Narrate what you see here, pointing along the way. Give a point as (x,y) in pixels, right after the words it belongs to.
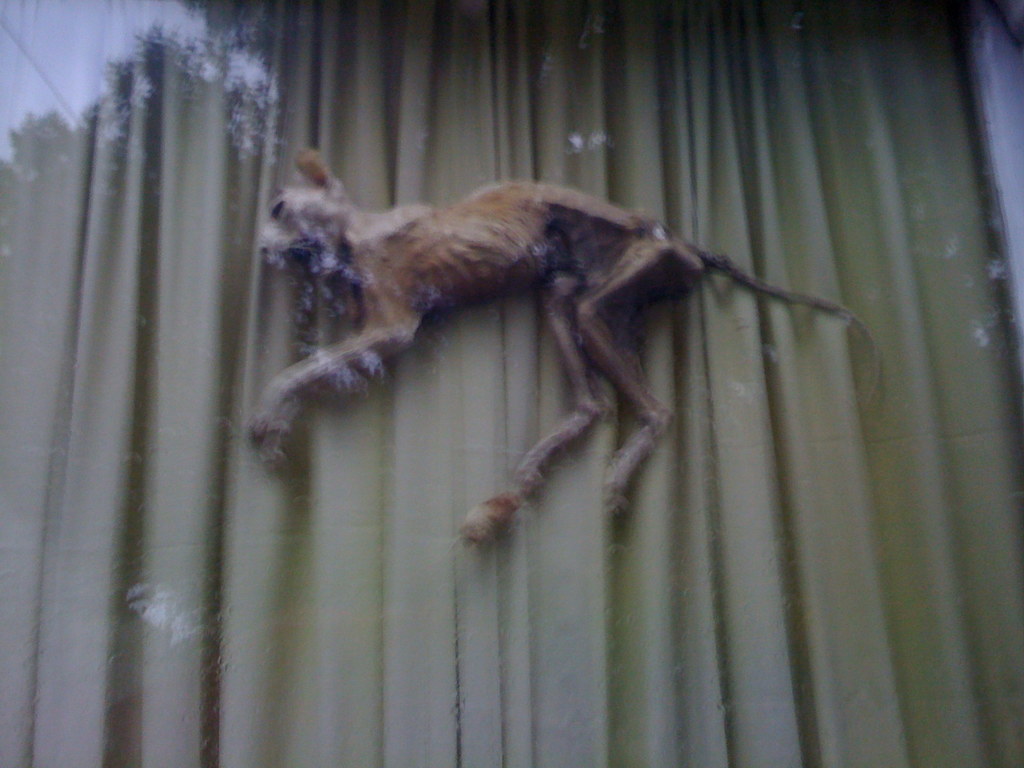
In this image we can see an animal (568,257) and curtain (581,165) in the background (546,578).
